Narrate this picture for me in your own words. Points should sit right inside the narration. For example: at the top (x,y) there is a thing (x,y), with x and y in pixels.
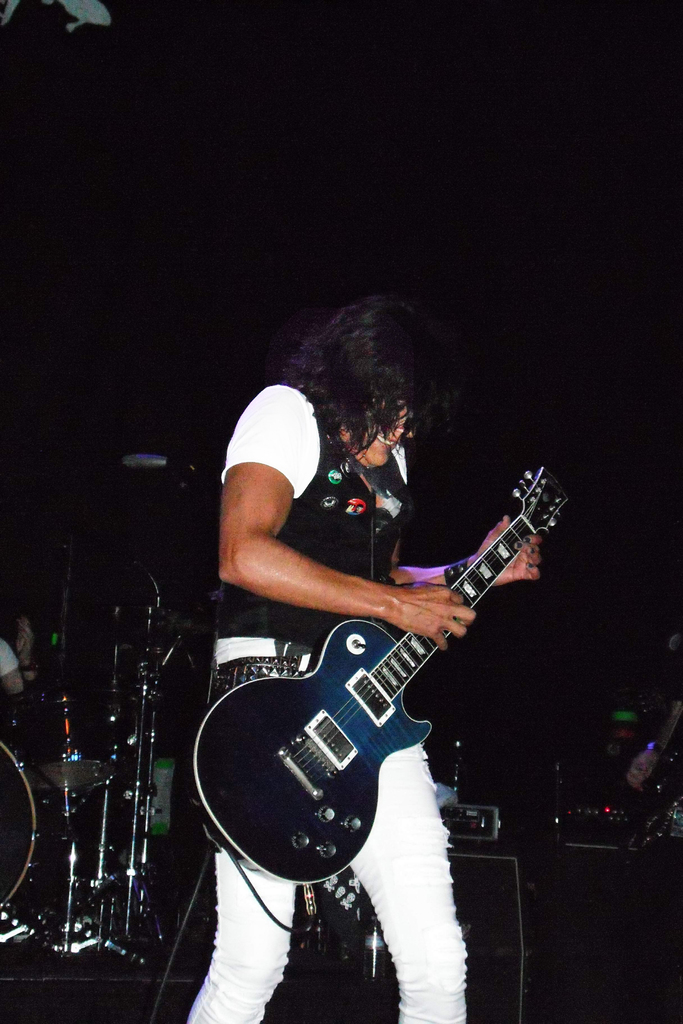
Man (441,912) in middle of picture (239,608) wearing black jacket (254,622) and white jeans (275,948) is holding guitar (294,743) in his hands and playing it, and he is smiling. Behind him, we find many musical instruments (121,747) and drums (51,774) placed over there. I think he is performing in a program.
